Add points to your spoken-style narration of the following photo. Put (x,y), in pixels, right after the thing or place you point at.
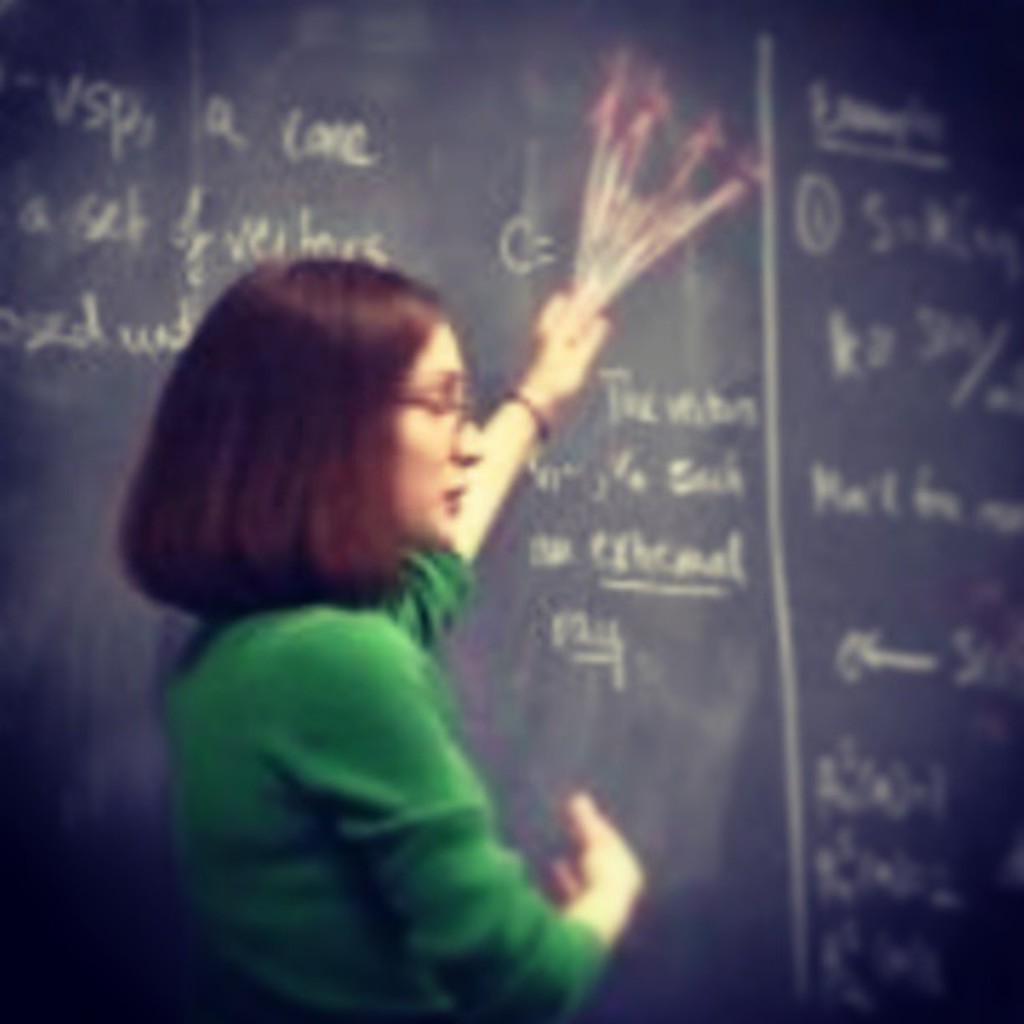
This image consists of a woman (356,818) wearing a green top (356,729). In the background (695,371), we can see a board (9,272) on which there is text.
